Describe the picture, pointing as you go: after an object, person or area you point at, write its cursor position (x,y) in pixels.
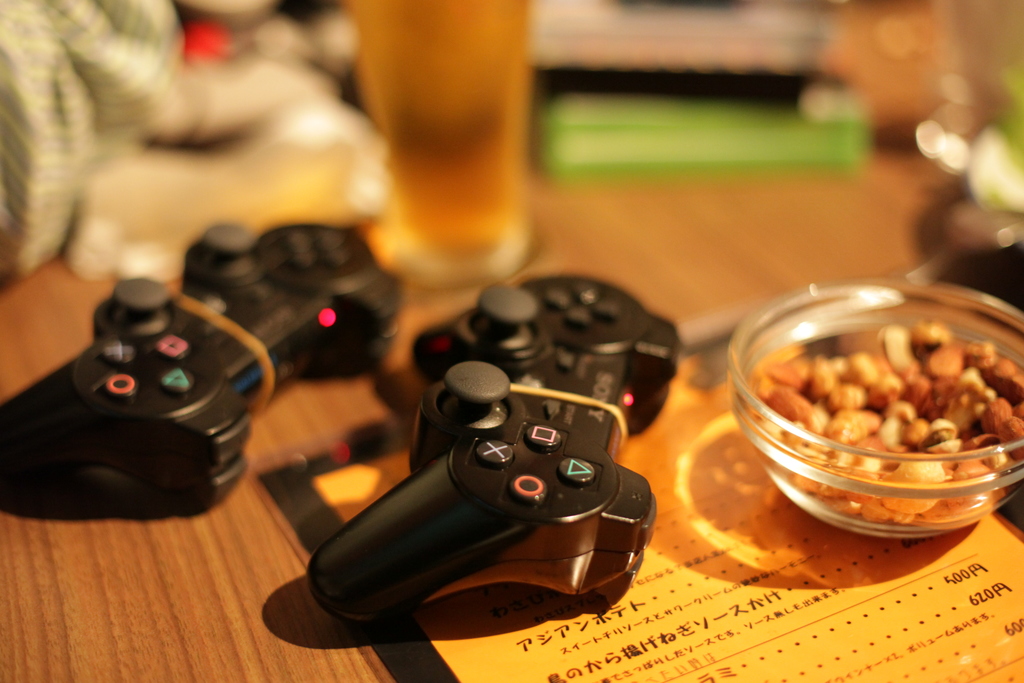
In this image we can see a glass (447,249) of liquid (428,167), video game remotes (509,369), a bowl (964,327) of dry fruits (890,405) and also the text card (767,552) placed on the wooden surface (113,600) and some part of the image is blurred.
